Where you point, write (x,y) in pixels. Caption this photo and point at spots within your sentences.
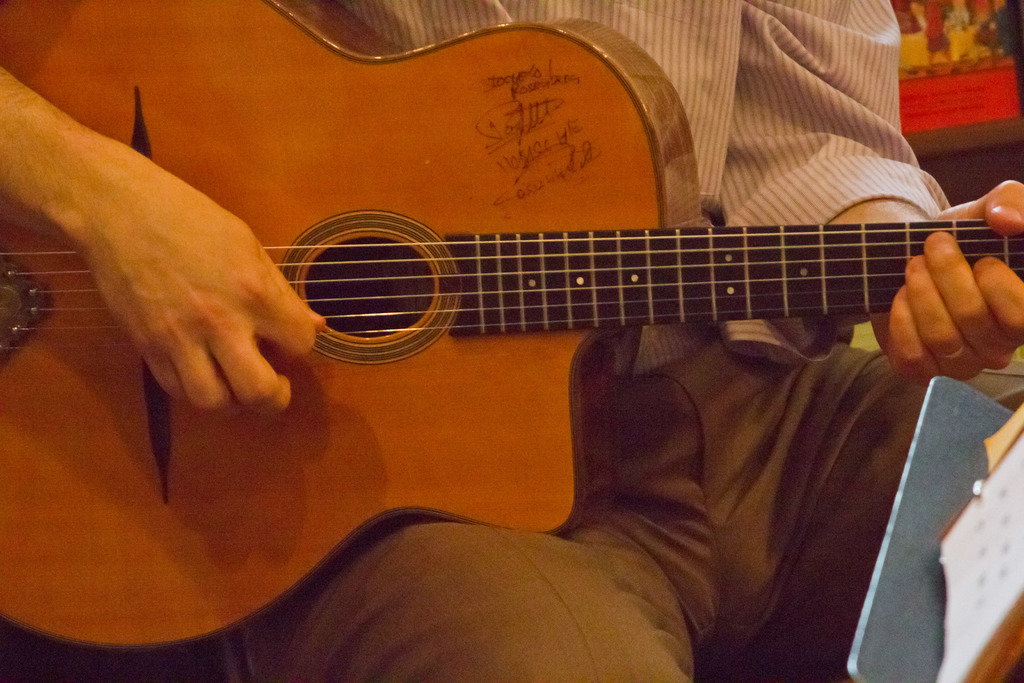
This picture seems to be of inside. In the center (543,237) there is a man (808,140) wearing white color shirt (786,164), sitting and playing guitar (548,241). On the right (910,483) there is a stand (905,632).
